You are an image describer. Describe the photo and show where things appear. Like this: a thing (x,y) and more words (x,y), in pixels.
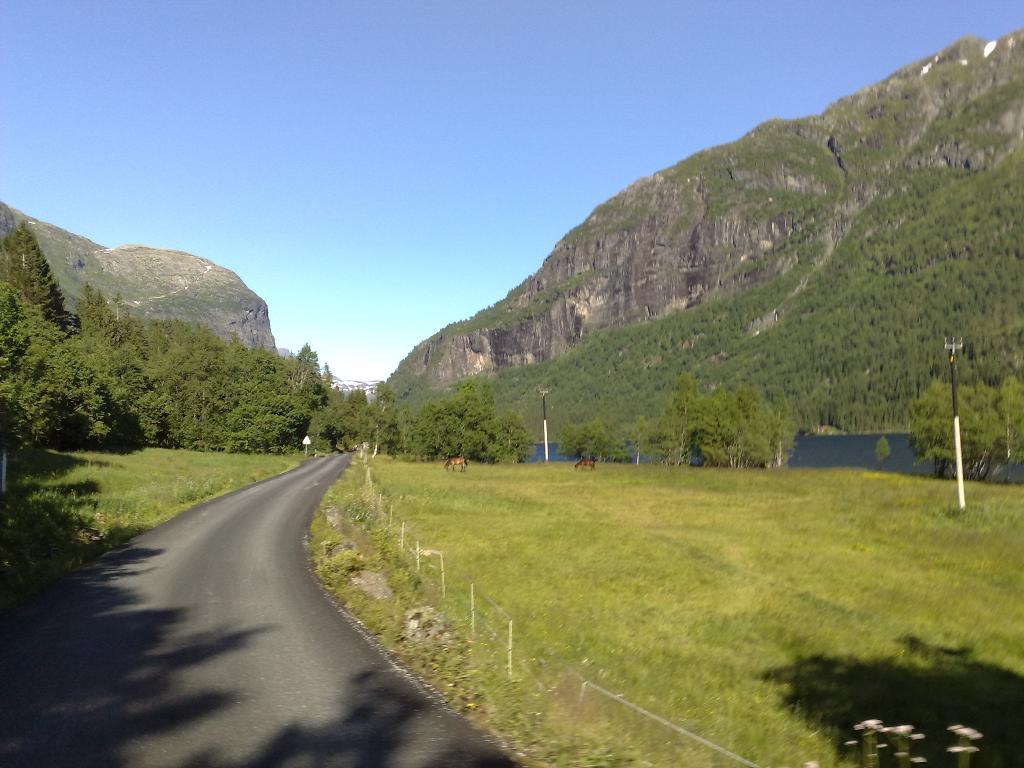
On the left side (98,668), there are shadows (261,628) of the trees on a road (199,553). On the right side (755,764), there is grass (476,591) and a fence (604,690). In the background (605,445), there are poles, animals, grass (1005,507), trees (257,430), water (633,453), mountains (440,336), and there is a clear sky (523,64).
